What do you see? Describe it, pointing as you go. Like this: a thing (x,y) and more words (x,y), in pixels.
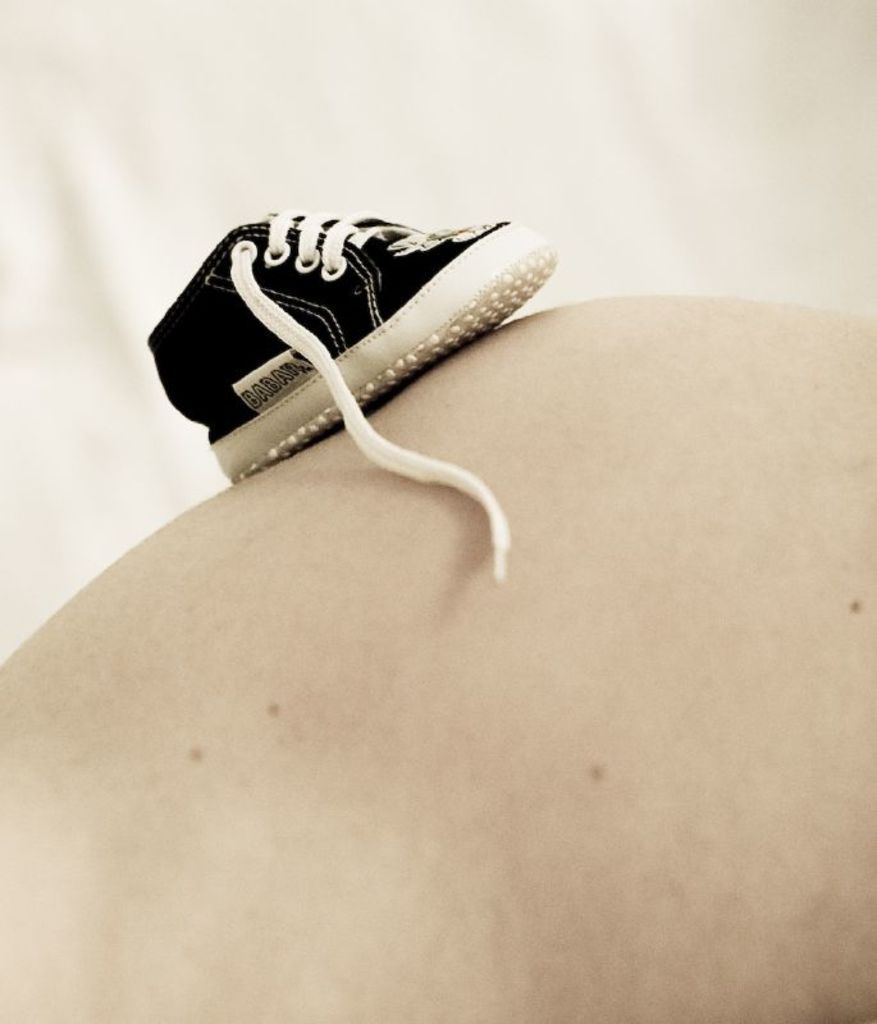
In this image we can see a shoe (377,339). There is a white background (595,93) in the image.
